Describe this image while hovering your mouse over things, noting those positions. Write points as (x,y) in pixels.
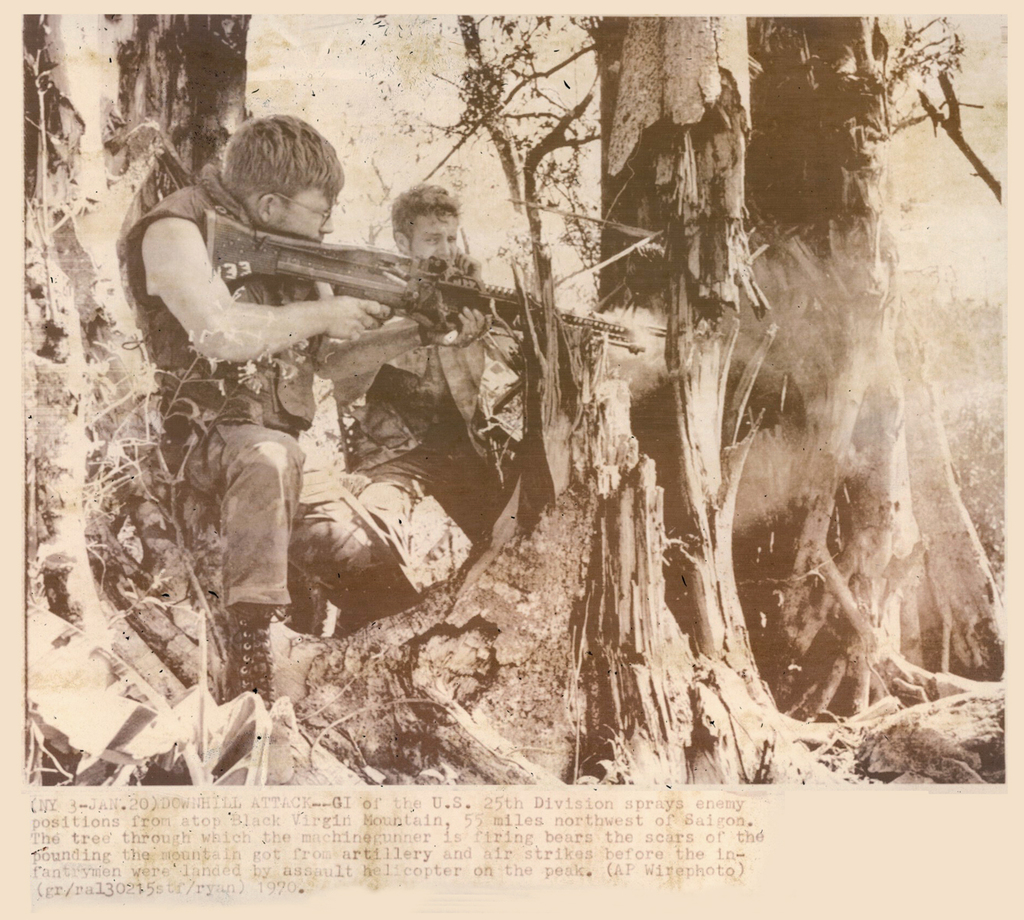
In this image there are two people (239,664) crouching behind the tree (568,552) in which one of them is trying to shoot something with gun (496,296).
